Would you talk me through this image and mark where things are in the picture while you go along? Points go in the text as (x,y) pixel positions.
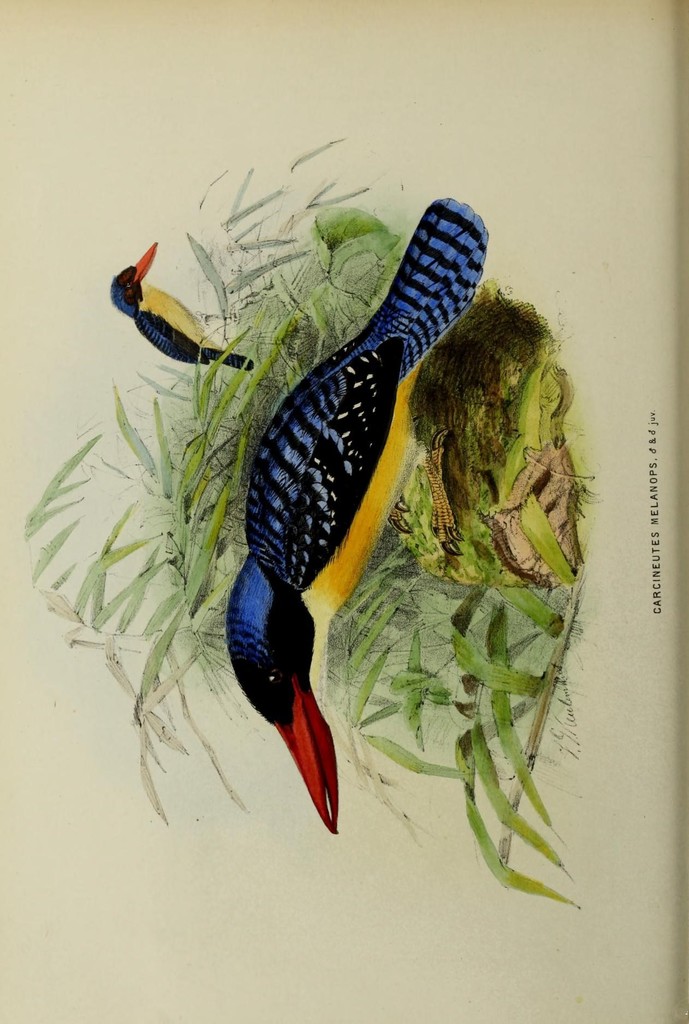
Here we can see painting (215,389) of two birds (330,428), plant (411,685) and grass (505,497) on the ground (448,445). On the right (654,452) we can see a text (654,440) written on the paper (607,813).
